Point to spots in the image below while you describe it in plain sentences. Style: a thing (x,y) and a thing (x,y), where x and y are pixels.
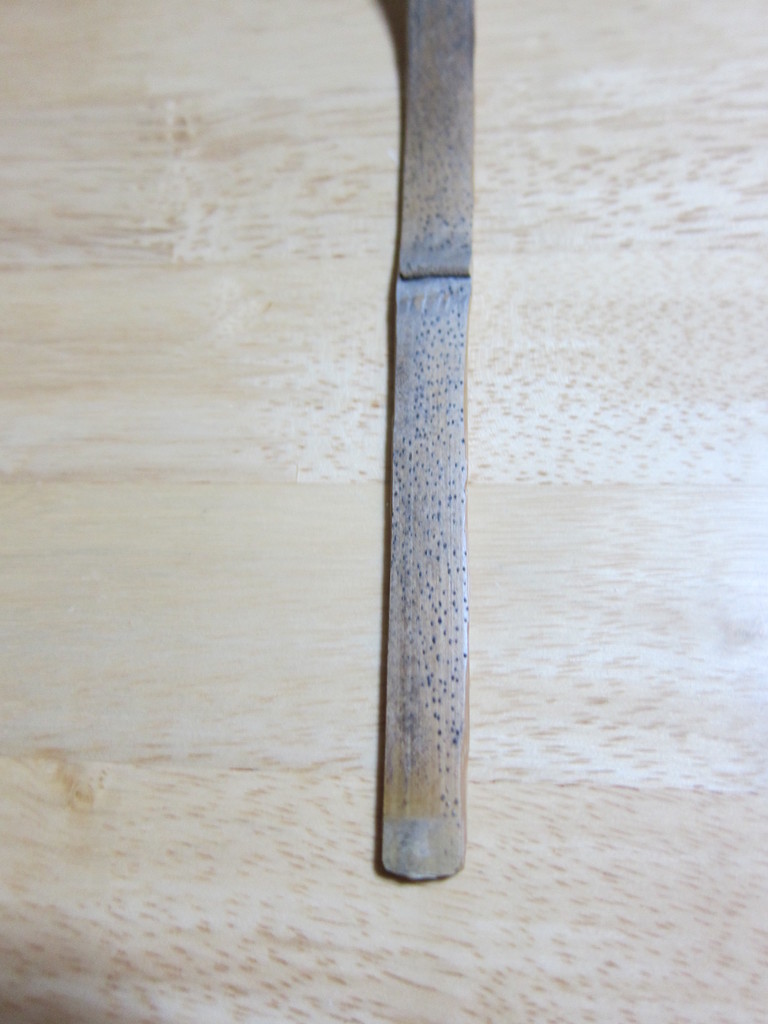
In the image there is a wooden stick (415,527) on the wooden table (255,522).
